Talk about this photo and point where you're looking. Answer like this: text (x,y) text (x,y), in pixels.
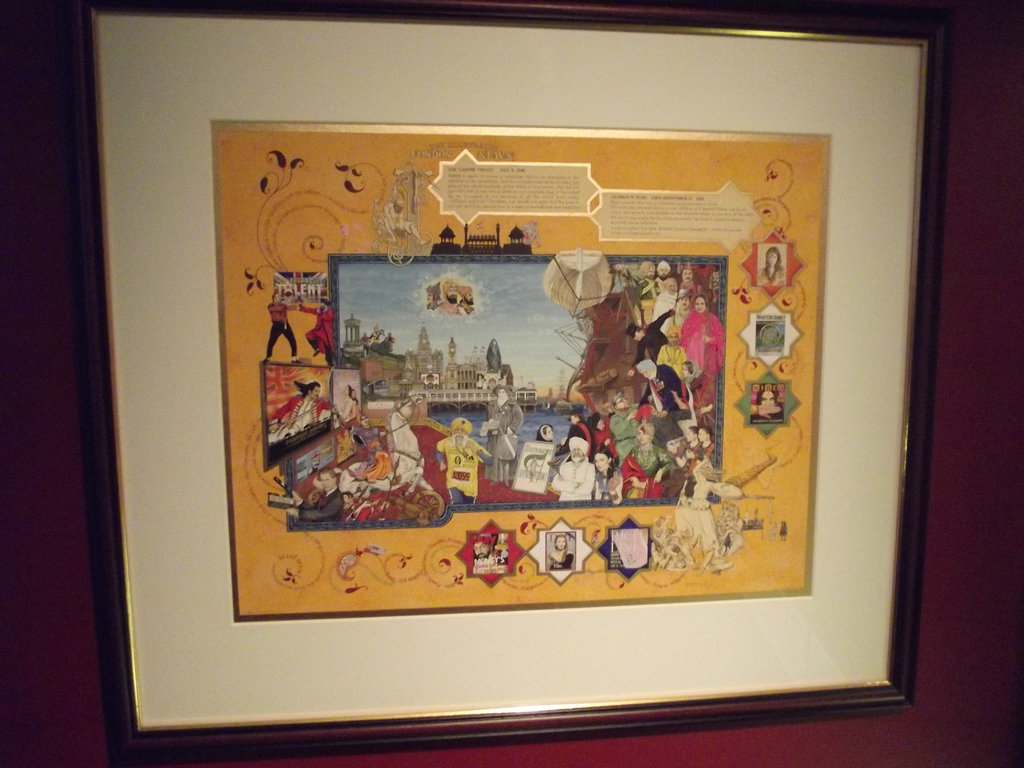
In this picture we can see a photo frame (346,462) on an object (956,294).
